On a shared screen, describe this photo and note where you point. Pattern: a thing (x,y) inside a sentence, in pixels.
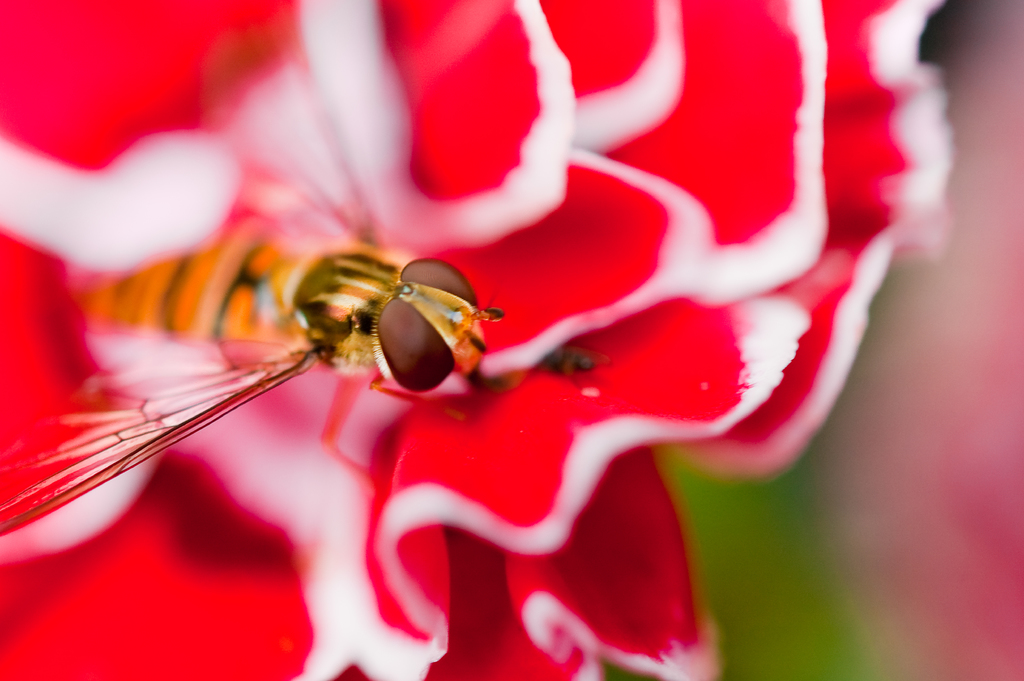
In the image in the center (534,340), we can see one flower (540,242), which is in red and white color. On the flower (513,328), we can see one insect (396,325), which is in yellow and black color.
